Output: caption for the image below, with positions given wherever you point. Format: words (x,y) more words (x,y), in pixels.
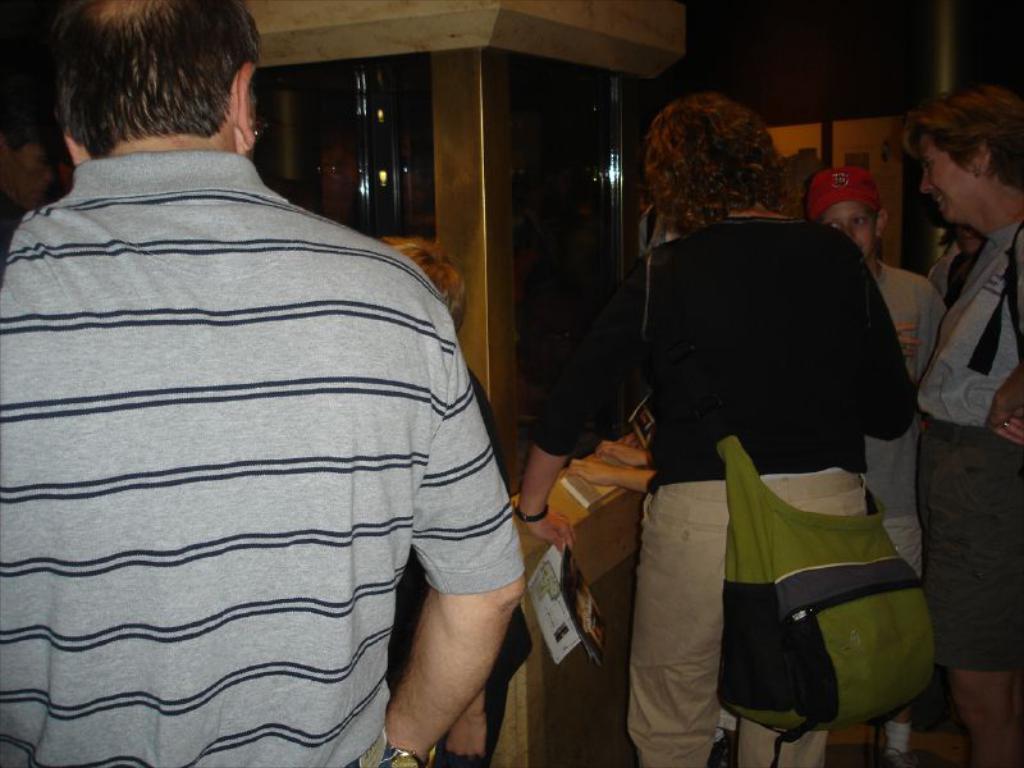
In this picture we can see a group of people (246,683), one person (678,696) is wearing a bag (732,631), holding papers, here we can see pillars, rods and some objects (607,727) and in the background (597,303) we can see it is dark.
